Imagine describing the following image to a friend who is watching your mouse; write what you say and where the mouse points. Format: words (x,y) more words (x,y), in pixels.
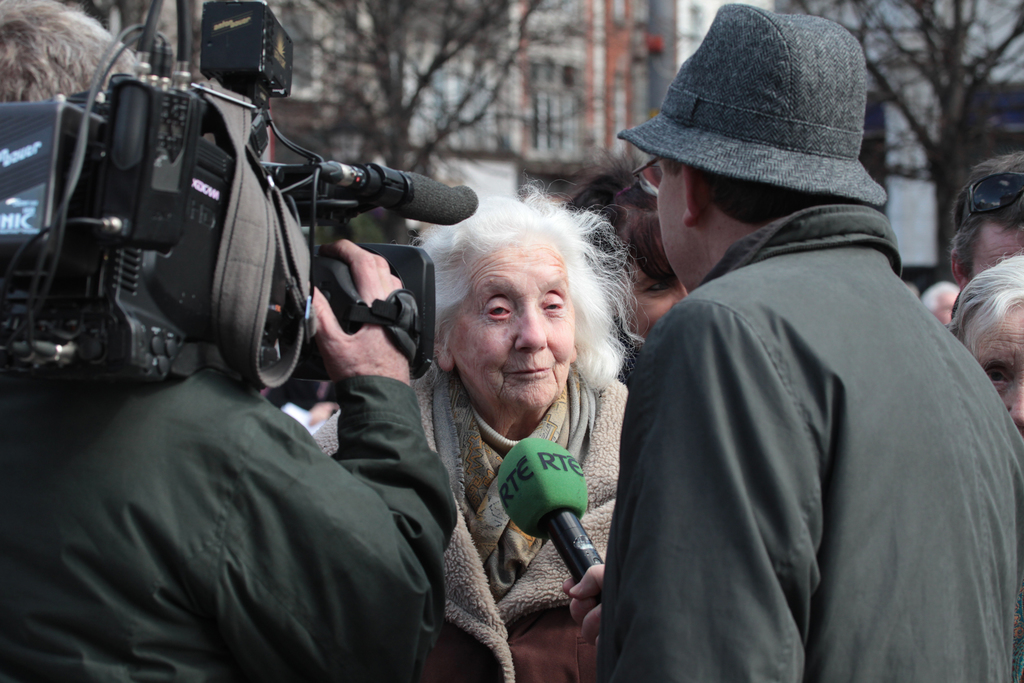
This old women (544,656) wore jacket (610,508) and speaking in-front of this mic (554,479). Front this man (136,553) and the other men (739,459) are standing and wore jackets (330,557). This person (189,386) is holding a camera (304,297). This person (786,323) wore cap (758,158) and holding a mic (582,528). Far there are bare trees (976,11) and buildings (531,120) with windows (546,118).
